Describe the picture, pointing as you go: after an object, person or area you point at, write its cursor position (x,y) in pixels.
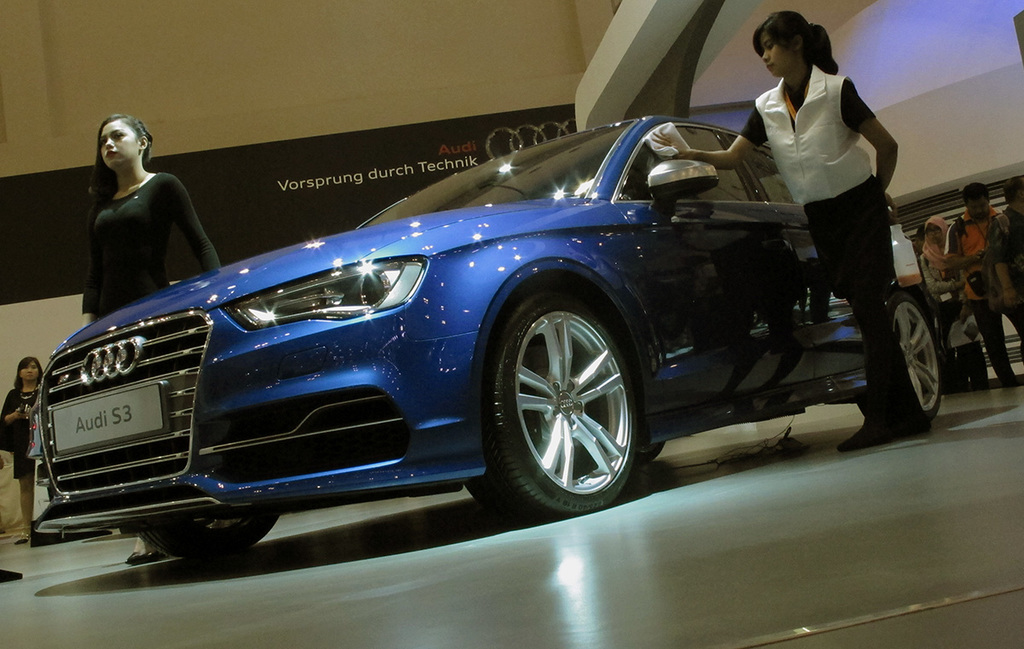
In this image in the center (404,324) there is a car (489,340) which is blue in colour and there are women (158,228) standing beside the car (540,251). In the background (360,183) there is a banner (302,189) with some text (369,178) written on it which is black in colour and there are persons (956,274) standing and there is a wall (930,25).
